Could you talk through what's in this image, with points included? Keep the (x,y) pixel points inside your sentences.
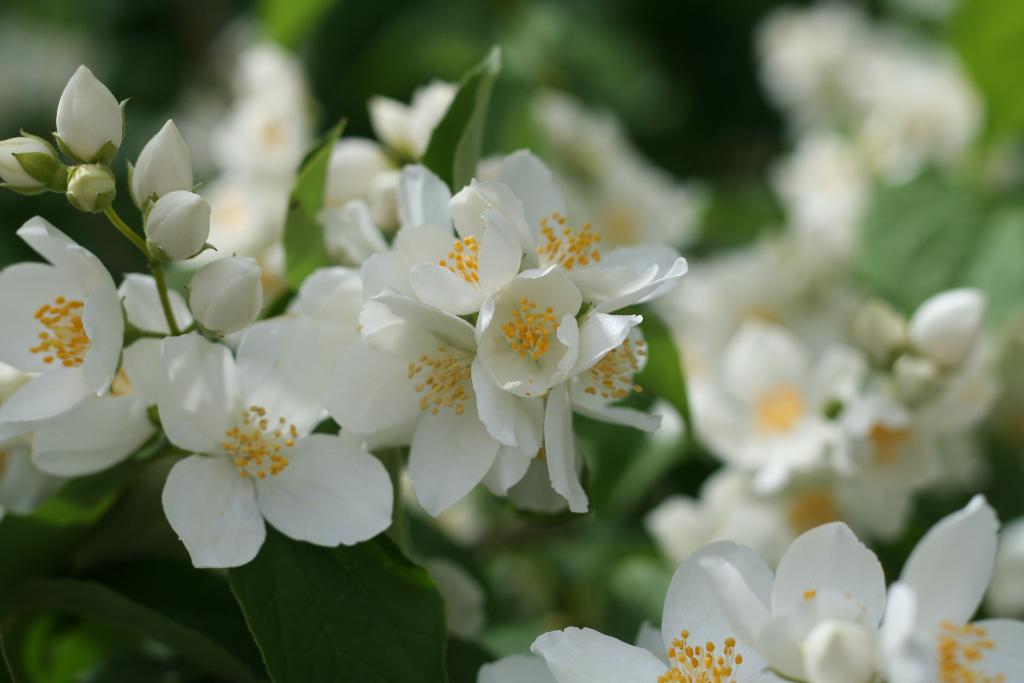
In this image there are so many small white flowers (417,351) in the middle (567,362). There are buds (220,297) in between the flowers (145,279). In the background (487,562) there are green leaves (421,610).
